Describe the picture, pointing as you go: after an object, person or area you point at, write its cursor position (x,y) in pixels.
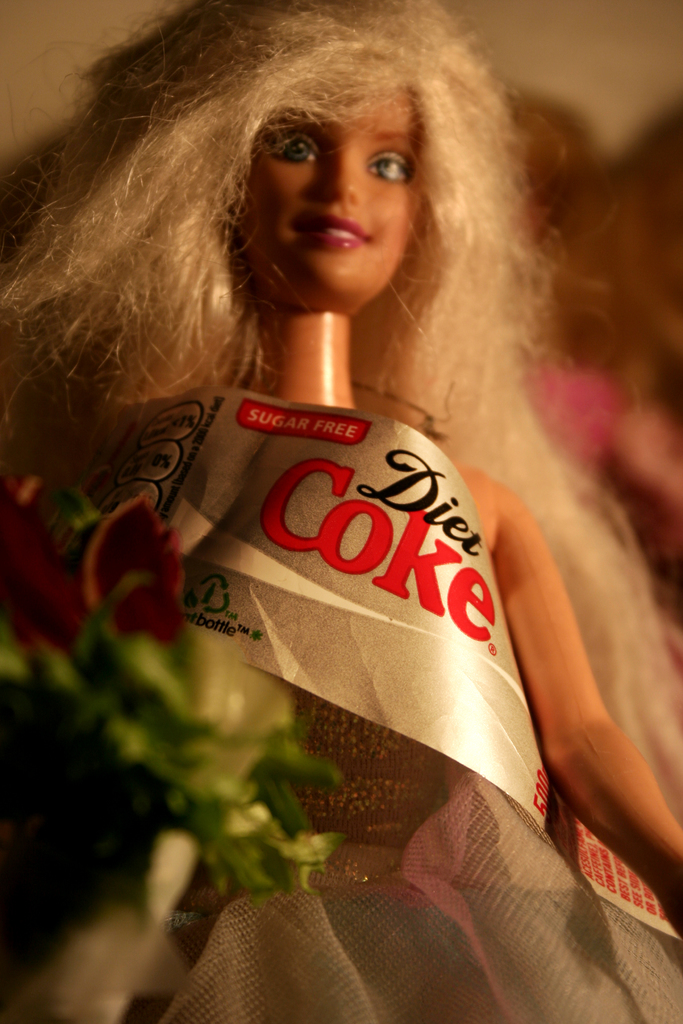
In this image we can see a doll (361,483) wearing a sugar free diet coke tag (349,628).
